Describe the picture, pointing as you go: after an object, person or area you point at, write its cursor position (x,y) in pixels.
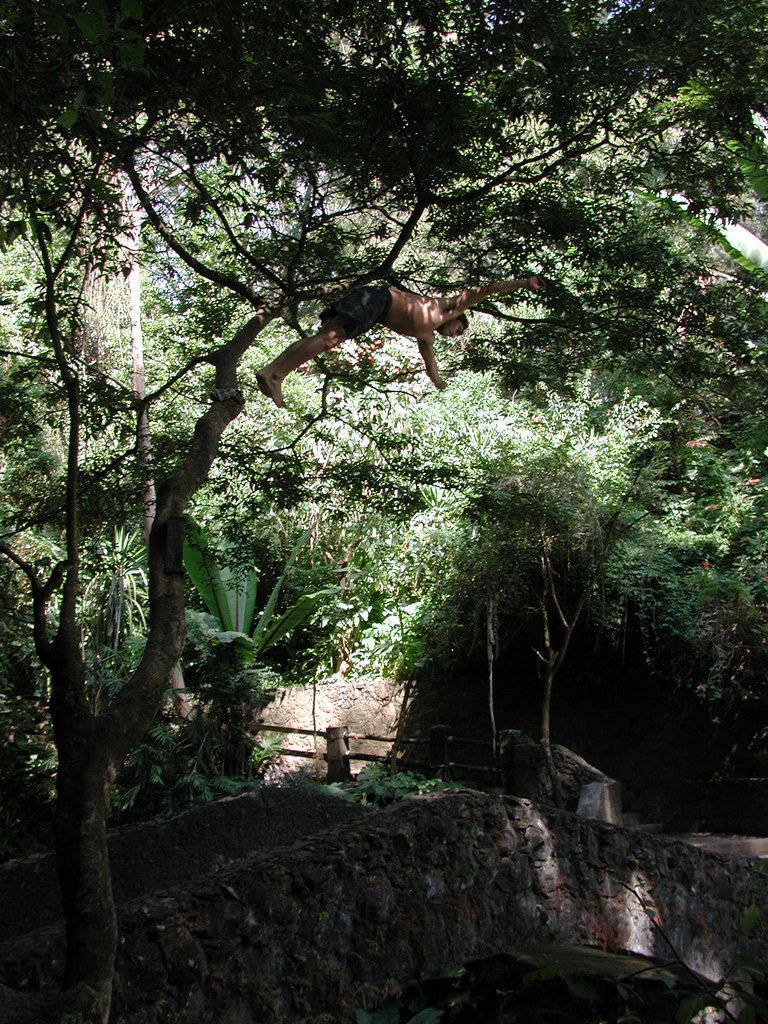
In this image there is a person (334,338) jumping near a tree (374,453), below the tree (337,466) there is a bridge (394,858) and there is a fence (322,733). In the background (430,782) there are trees (453,473), plants (449,483) and a wall (350,708).
